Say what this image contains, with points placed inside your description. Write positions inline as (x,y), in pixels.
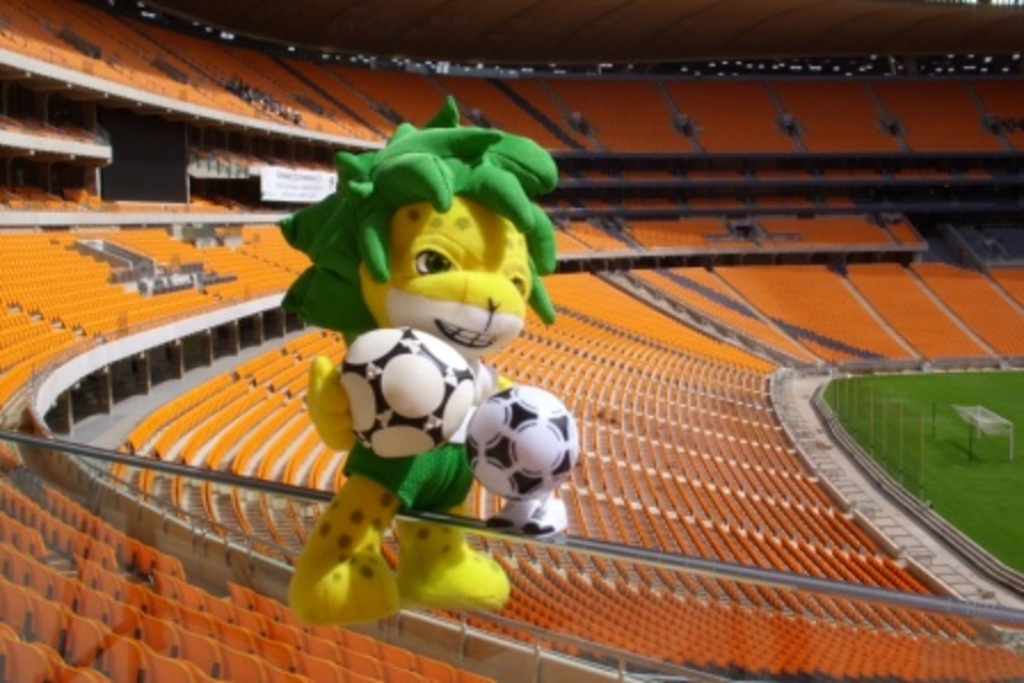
In this image, we can see a stadium (796,141). There are seats (855,346) in the middle of the image (624,411). There is a toy (524,480) on metal rod (659,555).
